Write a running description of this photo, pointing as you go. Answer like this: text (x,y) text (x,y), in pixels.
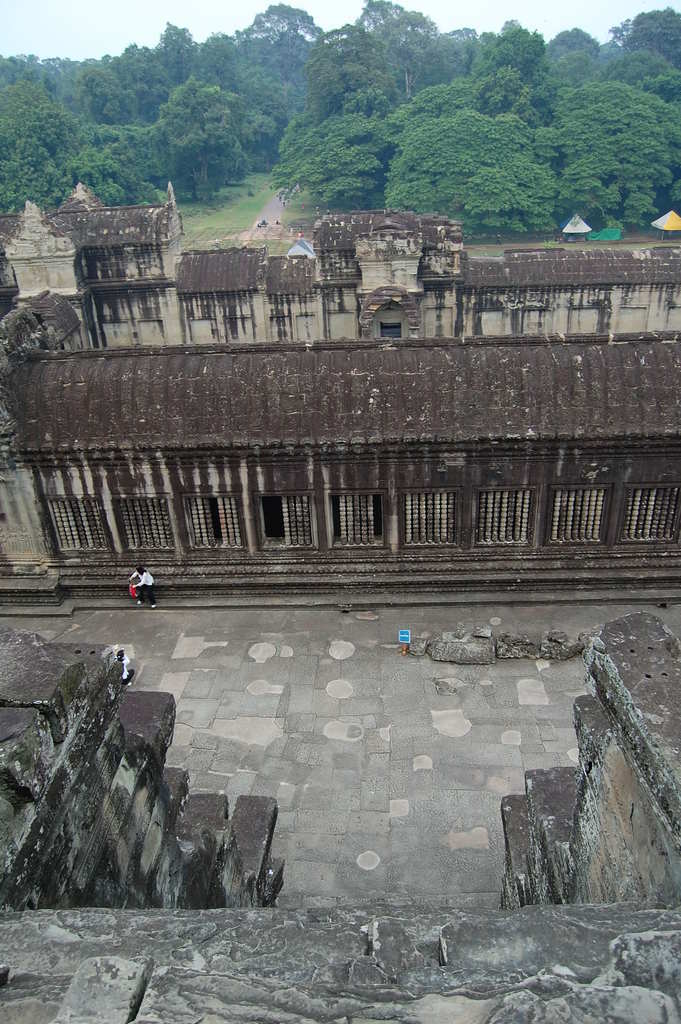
There are people (145,577) and we can see fort (514,966) and rooftops (385,370). In the background (534,235) we can see tents (671,229), trees (284,169), road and sky (578,23).
